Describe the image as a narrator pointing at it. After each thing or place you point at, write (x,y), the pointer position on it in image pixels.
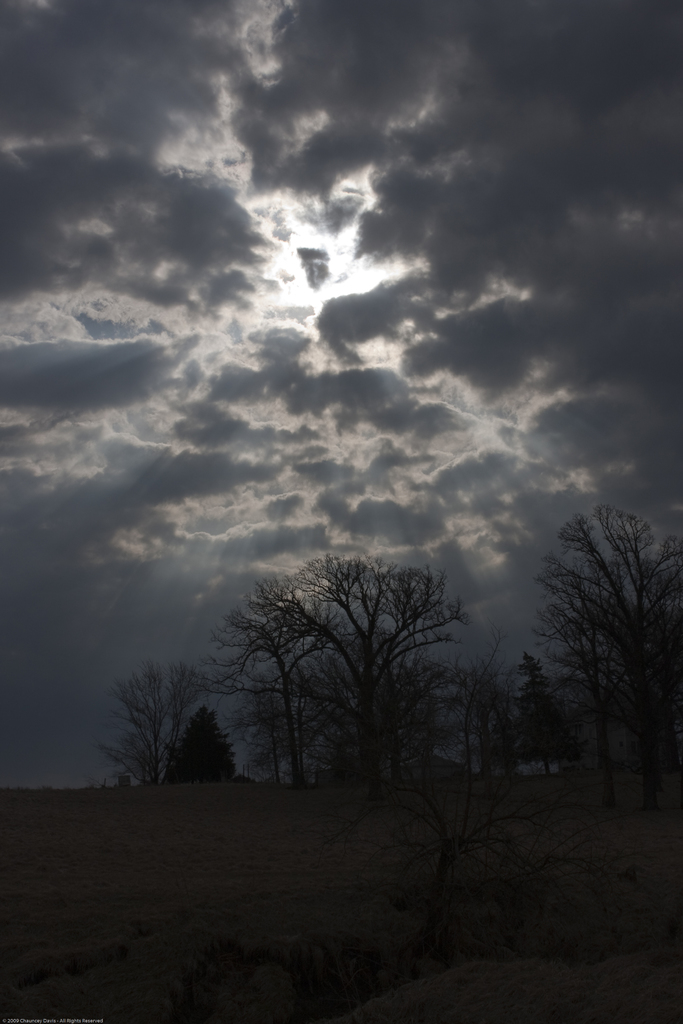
In this image there are trees (346,708), at the top of the image (325,307) there are clouds (328,391) in the sky (364,516).
